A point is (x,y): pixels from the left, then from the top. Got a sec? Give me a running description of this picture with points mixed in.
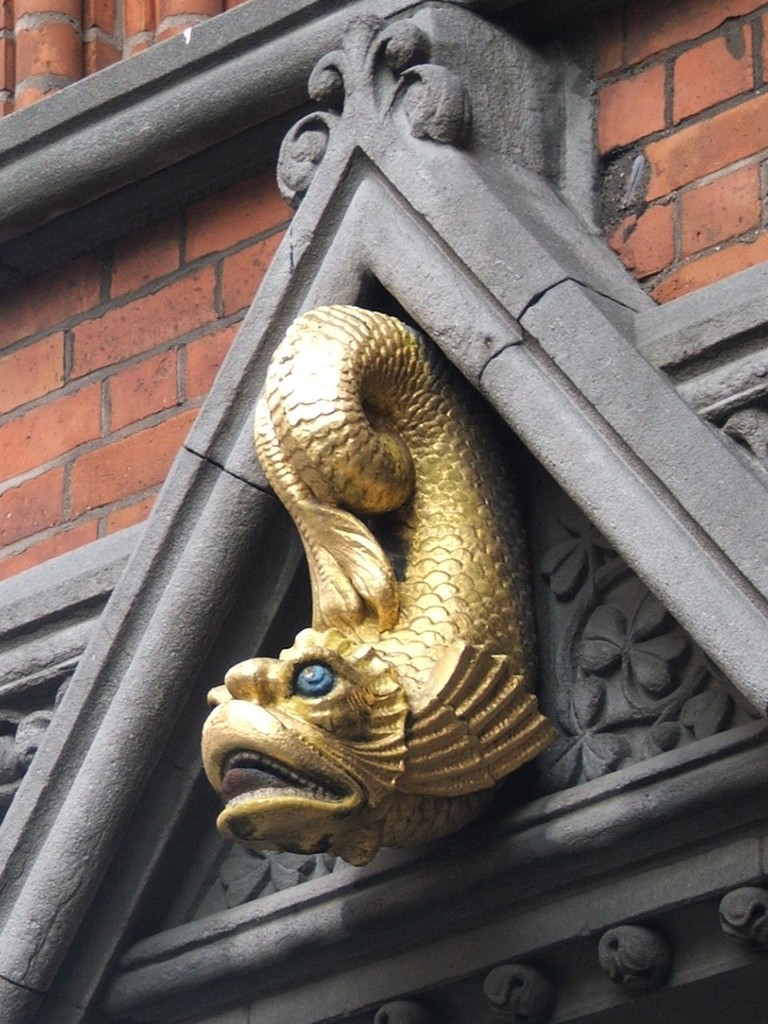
In this image we can see gold color sculpture (397,621) to the arch (721,805) and here we can see the brick wall (191,294).
